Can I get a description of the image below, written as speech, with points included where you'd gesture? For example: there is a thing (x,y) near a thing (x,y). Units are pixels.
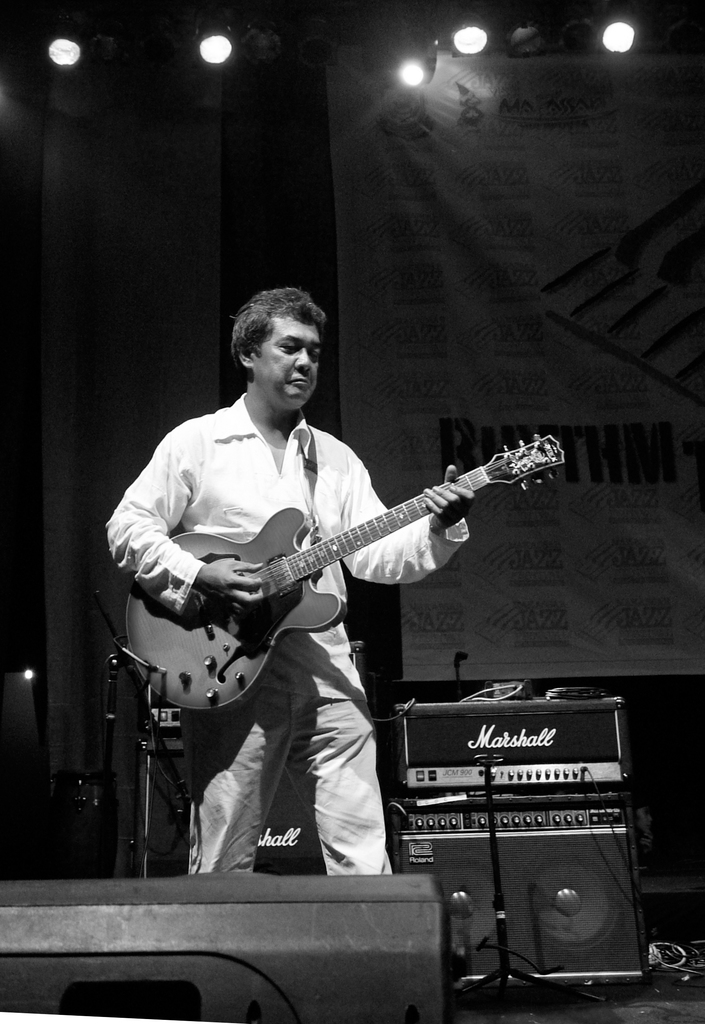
In this image, in the middle (372,567) there is a man (372,576) standing and he is holding a music instrument (266,604) which is in gray color, in the right side (602,914) there are some music instruments (458,890) which are in black color kept on the ground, in the top (50,49) there are some lights (464,35) which are in white color, in the background (375,228) there is a white color poster (558,328).
